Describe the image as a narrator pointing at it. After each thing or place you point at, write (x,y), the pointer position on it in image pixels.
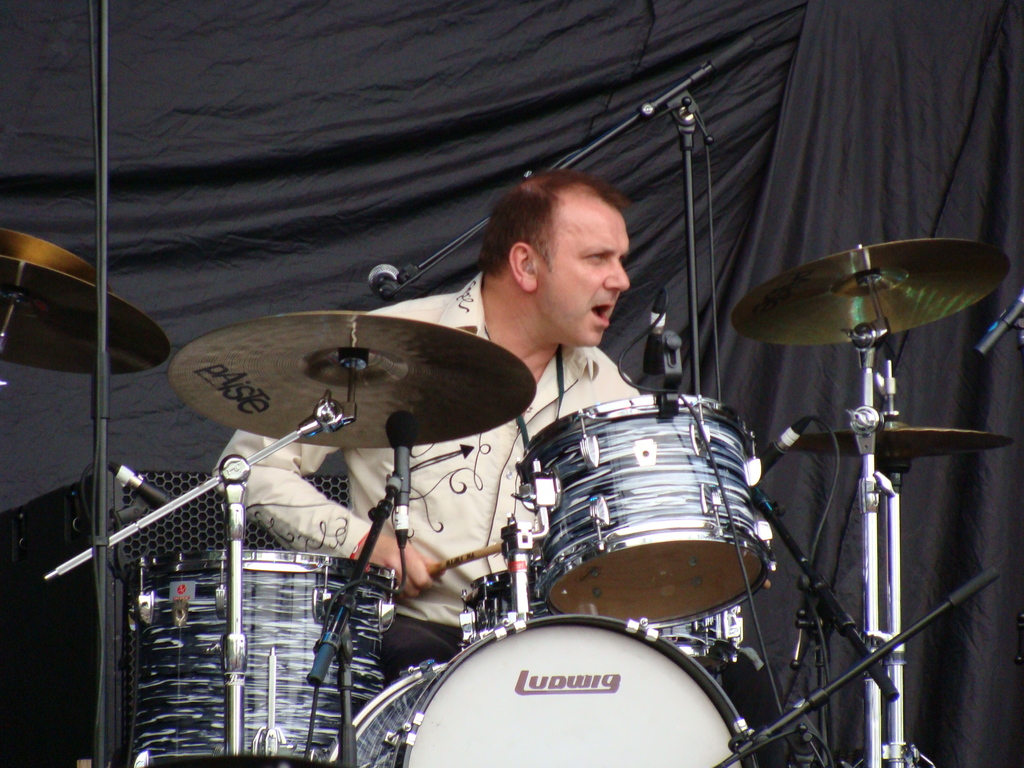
In this image I see a man (530,202) who is wearing shirt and I see that he is holding a stick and I see the drums (558,474) and other musical instruments (461,376) and I see mic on this tripod (700,78) and in the background (727,172) I see the black color cloth (792,416) and I see a word (537,680) written on this drum (549,675).
